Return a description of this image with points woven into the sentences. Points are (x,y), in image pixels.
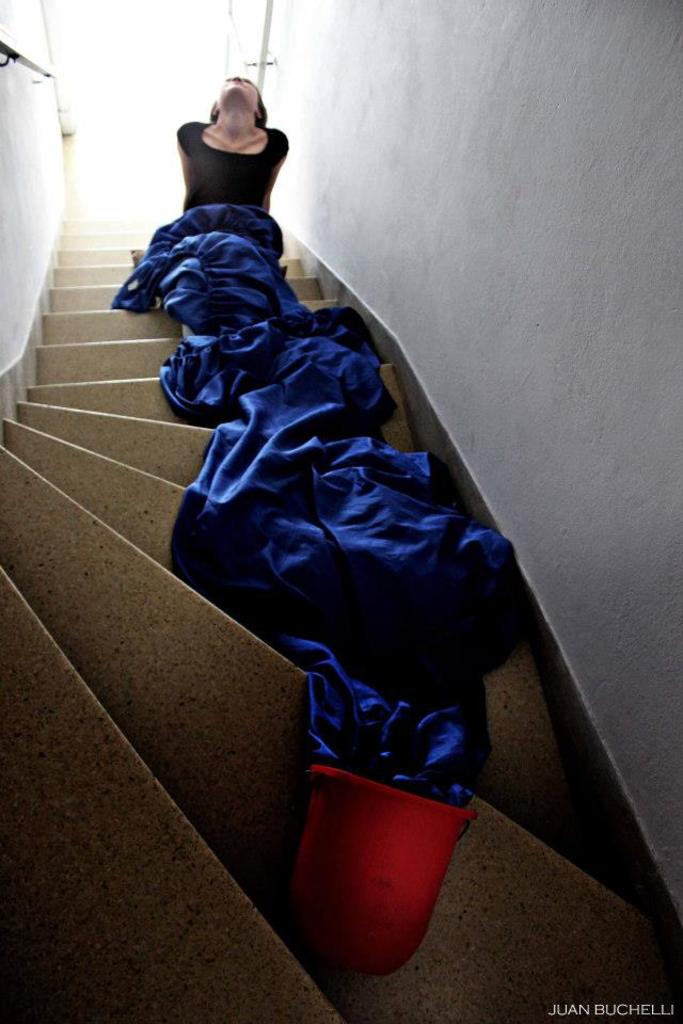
In this picture we can see steps (517,684), women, cloth (318,677) and we can see a wall (610,626), rods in the background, in the bottom right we can see some text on it.
